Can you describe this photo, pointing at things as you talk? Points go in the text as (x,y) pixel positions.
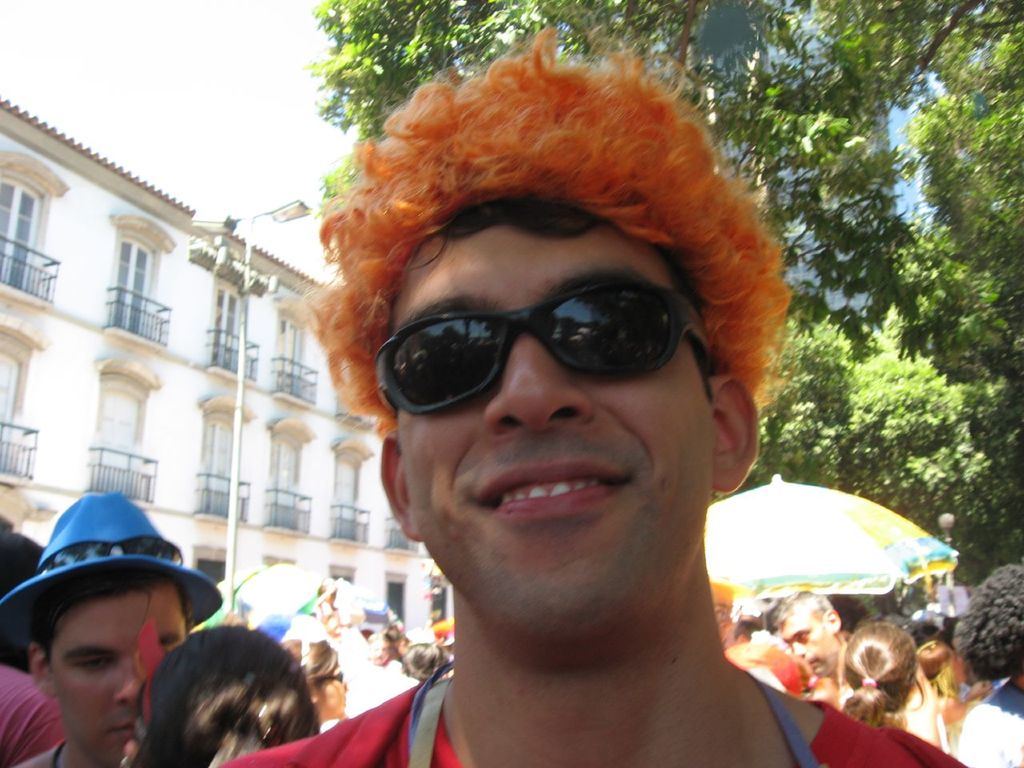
In this image we can see some people (472,533). In the background of the image (925,62) there are some buildings (263,344), poles (240,347), trees (360,60) and the sky (229,40).
